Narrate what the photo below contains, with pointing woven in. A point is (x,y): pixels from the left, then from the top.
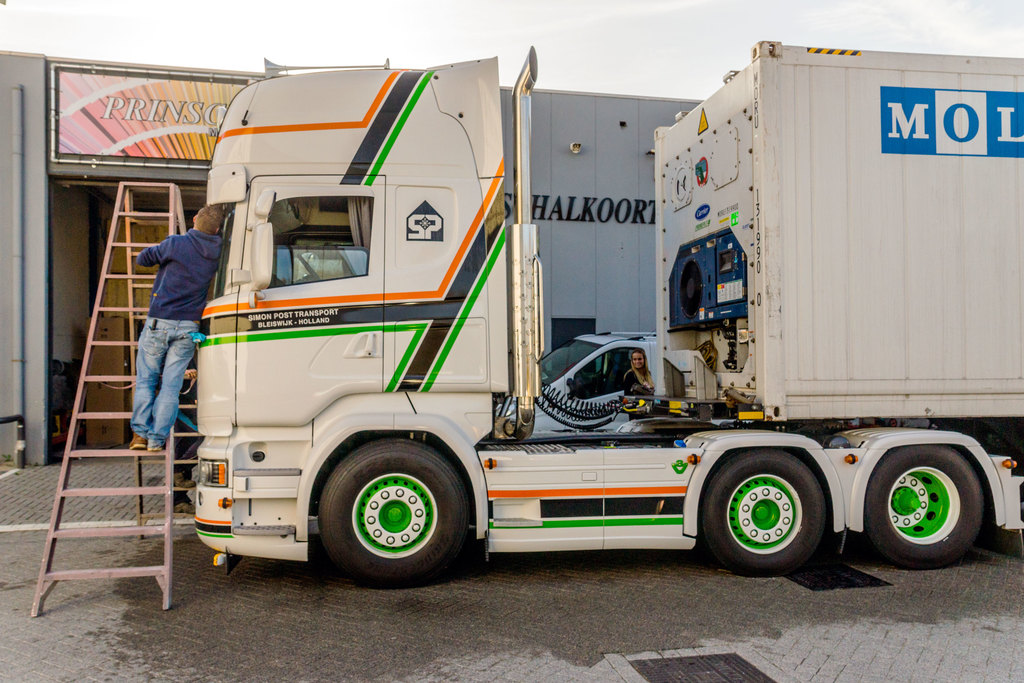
In this image in the center (476,346) there is one vehicle (445,457), and on the left side (140,431) there is one ladder (103,344) and on the ladder (157,243) there is one person (169,419). And in the background (558,390) there is another vehicle (617,367) and one woman (633,365) and building (598,237), on the building (588,214) there is text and one board (109,103). On the board (101,110) there is text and also there is one pole (20,464), at the bottom (251,645) there is a walkway (688,619).
